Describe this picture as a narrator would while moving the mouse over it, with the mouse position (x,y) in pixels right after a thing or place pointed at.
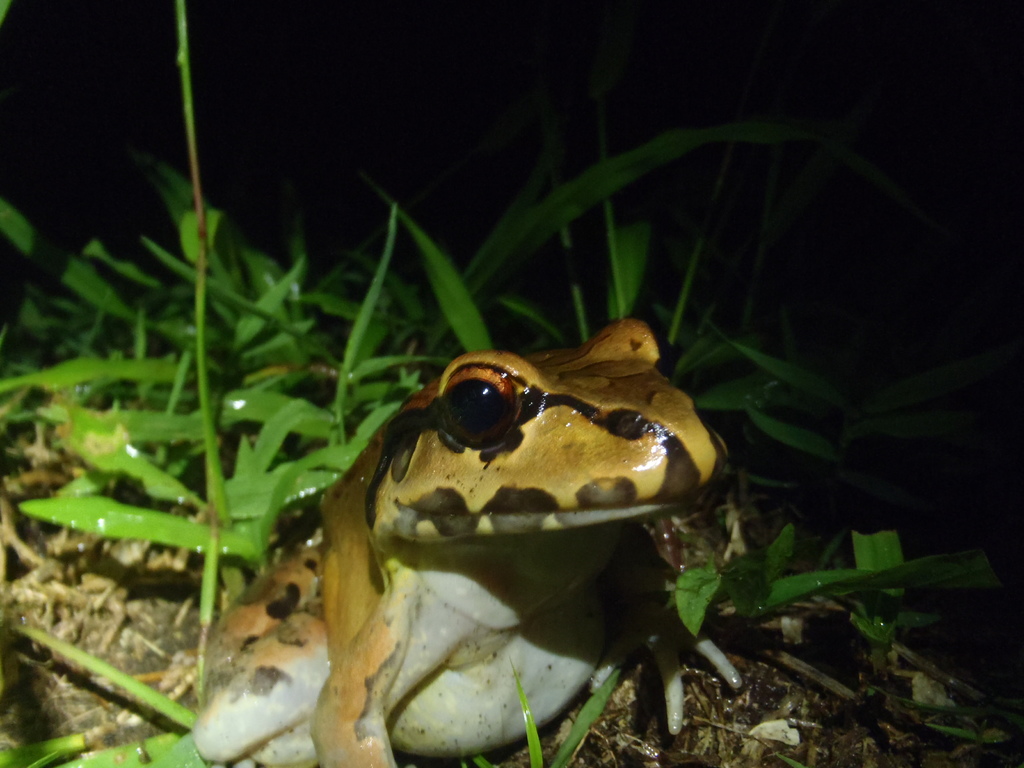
In this image I can see the frog (364,646) in brown and white color, the grass (301,370) is in green color and I can see the black color background (46,136).
